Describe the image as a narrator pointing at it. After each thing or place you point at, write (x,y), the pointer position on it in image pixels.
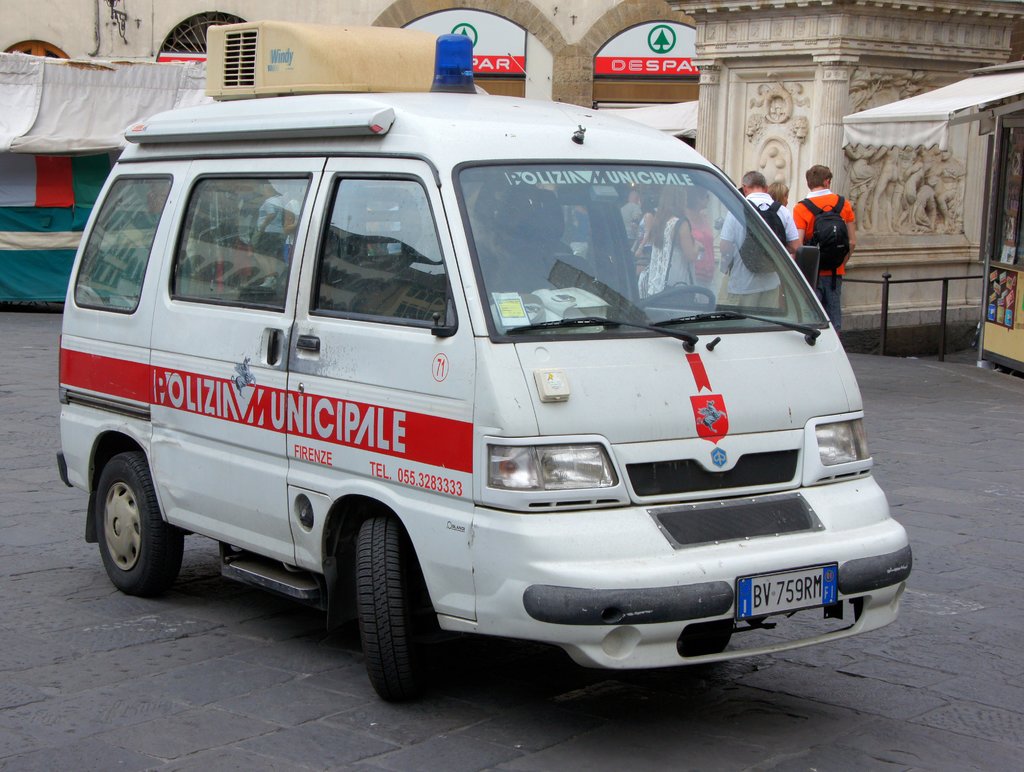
This picture is clicked outside. In the center (437,414) there is a white color van (225,381) seems to be running on the ground (338,709) and we can see the group of people (775,211) wearing bags (838,250) and standing on the ground (867,397). On the right corner (965,89) there is a shed (984,96). In the background (776,23) we can see the building (181,38) and some other objects (55,253) and the metal rods (942,282).
